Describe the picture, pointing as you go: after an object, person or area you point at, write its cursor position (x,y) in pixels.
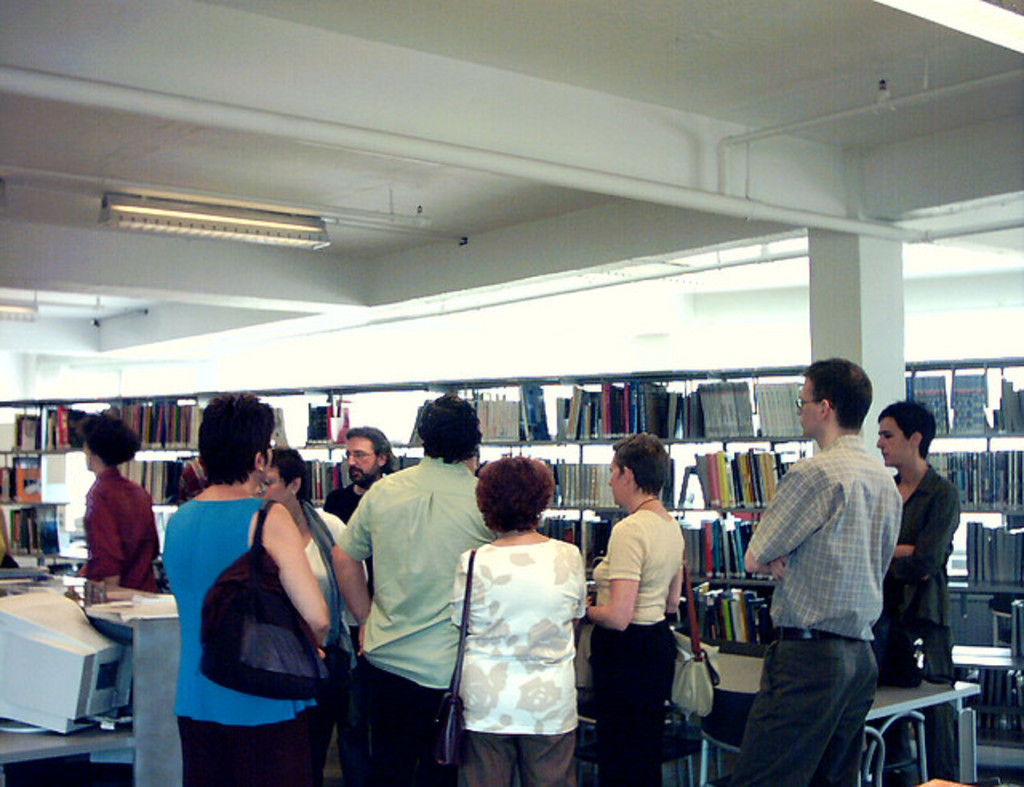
In this picture there are a group of people (463,403) standing and this woman (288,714) on right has a handbag (250,585), this woman (525,745) is wearing a black color handbag (467,591) and this woman (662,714) is wearing a handbag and there is a monitor (97,647) here on the corner table (26,746) and in the background (46,559) there are some books (624,406) arranged in shelf (365,388) and there is a pole (875,372) here and there lights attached to the ceiling (188,283).
